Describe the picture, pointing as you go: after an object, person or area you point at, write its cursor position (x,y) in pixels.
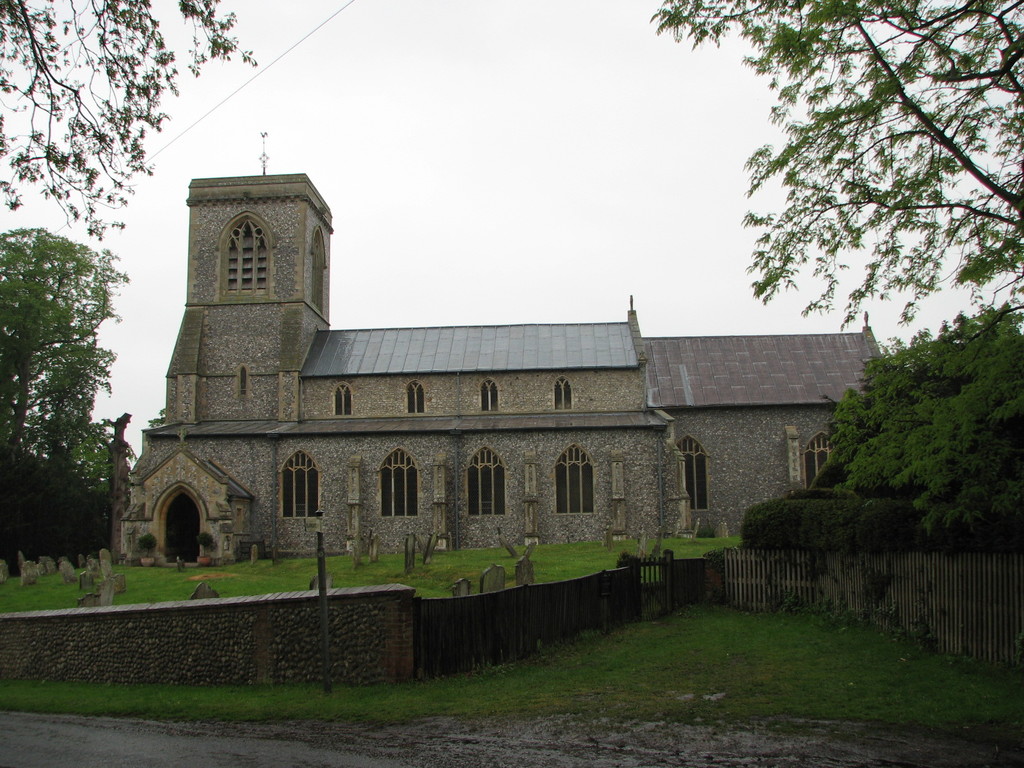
In this image I can see an open grass ground (515,674) and on it I can see the wall (133,675), the gate (660,605) and number of tombstones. I can also see a building (655,521) in the background (214,191) and on the both sides of the image I can see number of trees (980,253). On the top side of this image (191,158) I can see a wire (240,87) and the sky (456,248).
